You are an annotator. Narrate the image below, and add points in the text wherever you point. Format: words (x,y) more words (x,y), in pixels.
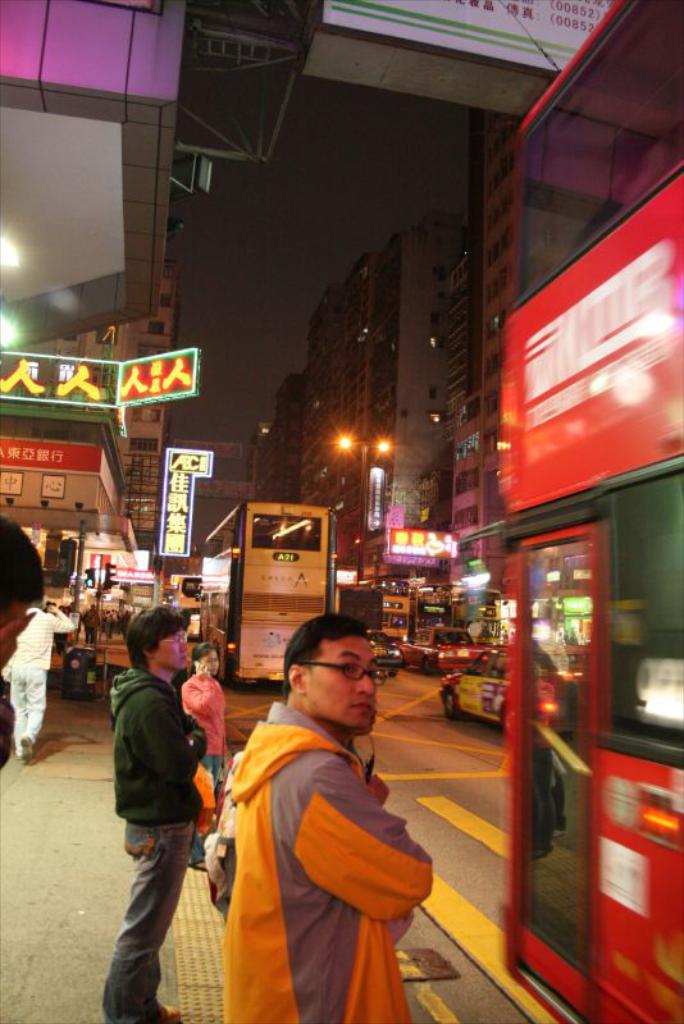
In the image we can see there are people (167,698) around, standing and some of them are walking. They are wearing clothes (236,892) and we can see a person (339,756) wearing spectacles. Here we can see vehicles (455,629) on the road (429,687). There are even buildings (459,395), boards (1,371) and the sky (256,246).
